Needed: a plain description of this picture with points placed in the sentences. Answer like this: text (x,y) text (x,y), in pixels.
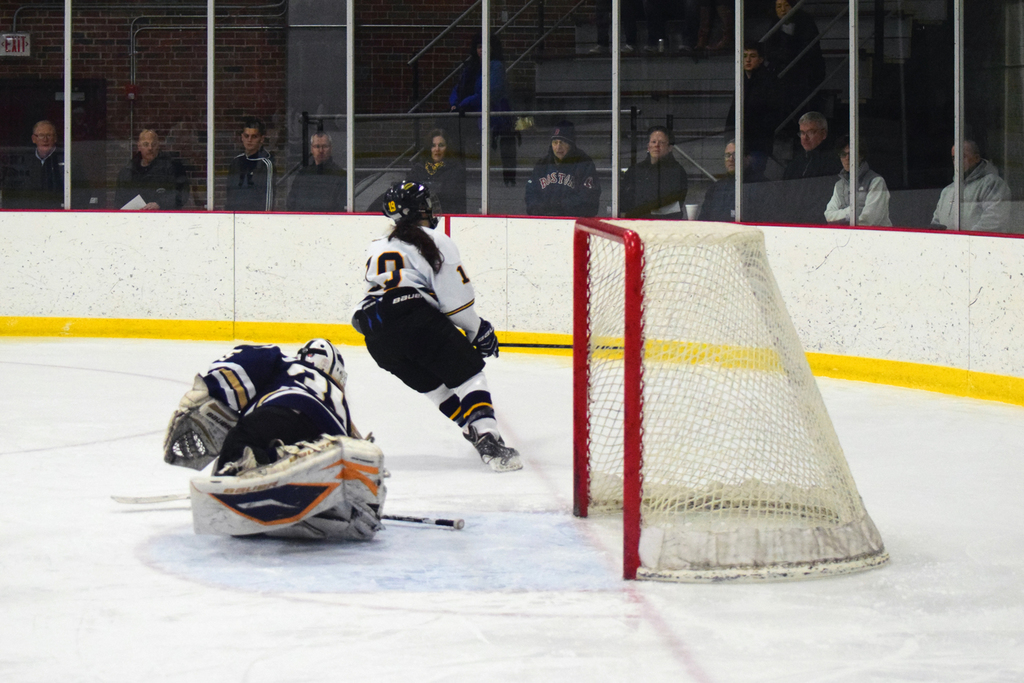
In this image it looks like there are two players (400,376) playing the ice hockey. In the background (813,114) there are few people (819,126) watching the game from sitting behind the glasses (755,141). On the right side (760,306) there is a goal post (729,401). On the left side (125,63) there is a wall (125,67) on which there is an exit board (22,49). In the background (645,46) there are few people (687,45) sitting on the steps (672,55). Beside them there are railings (807,51).
